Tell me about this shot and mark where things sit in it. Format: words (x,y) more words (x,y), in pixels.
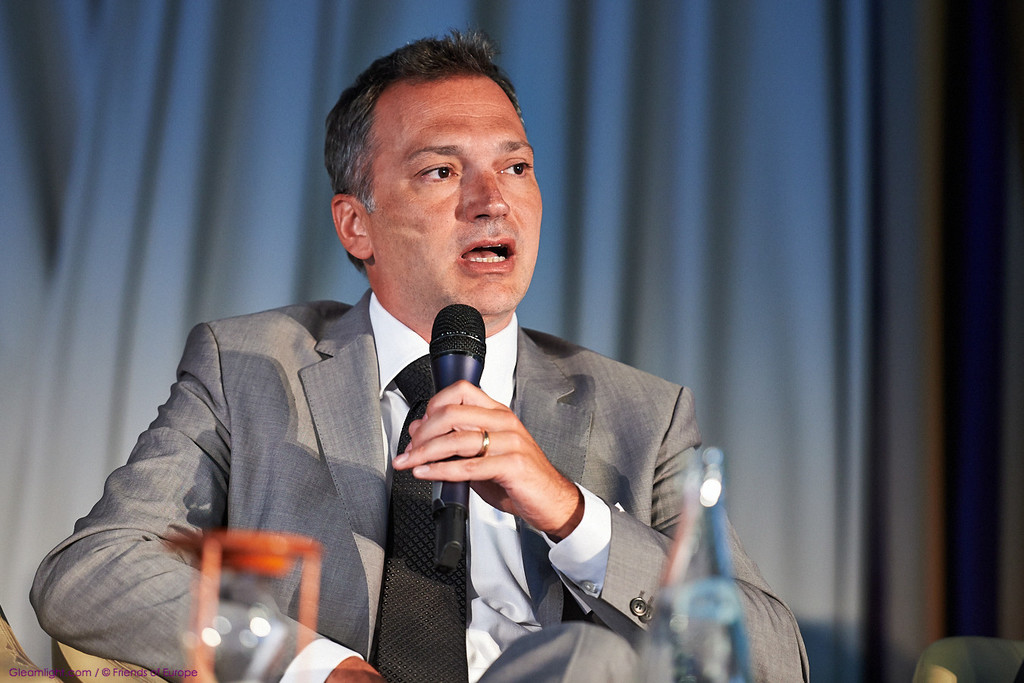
There is a man (153,591) sitting on a chair (135,682). He is wearing a suit (629,539) and he is holding a microphone (460,546) in his left hand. He is speaking.
